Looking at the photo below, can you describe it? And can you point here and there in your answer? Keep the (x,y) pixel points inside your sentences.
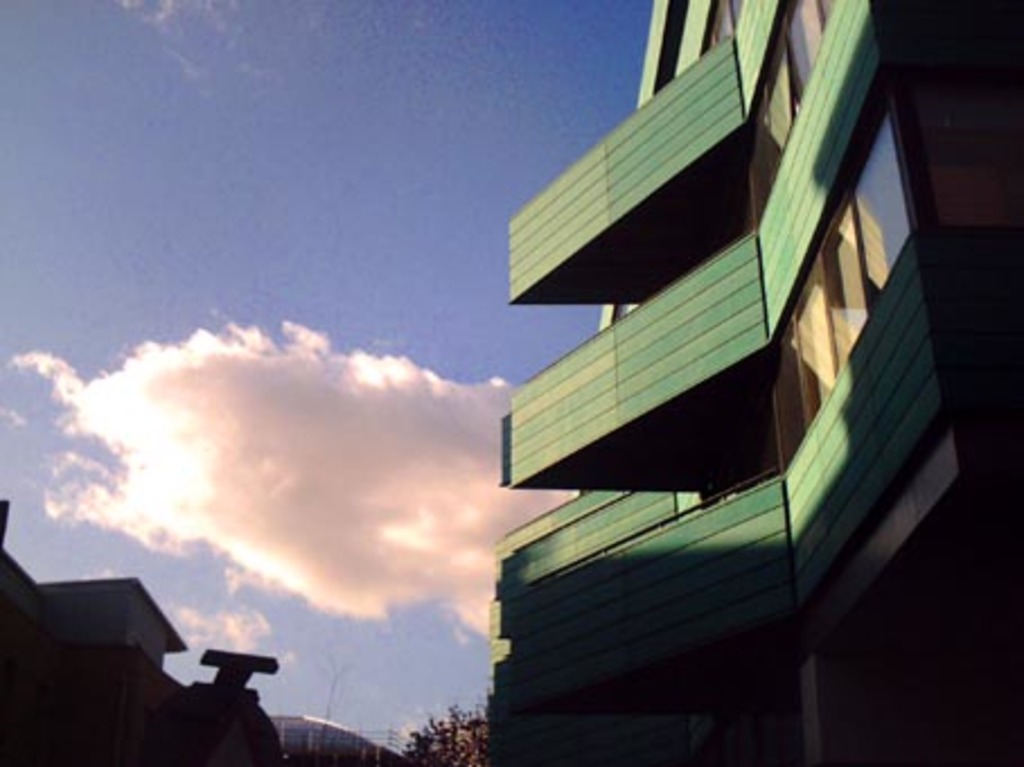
In this picture there are buildings (92,741) and trees (459,733). At the top (348,206) there is sky (355,228) and there are clouds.
